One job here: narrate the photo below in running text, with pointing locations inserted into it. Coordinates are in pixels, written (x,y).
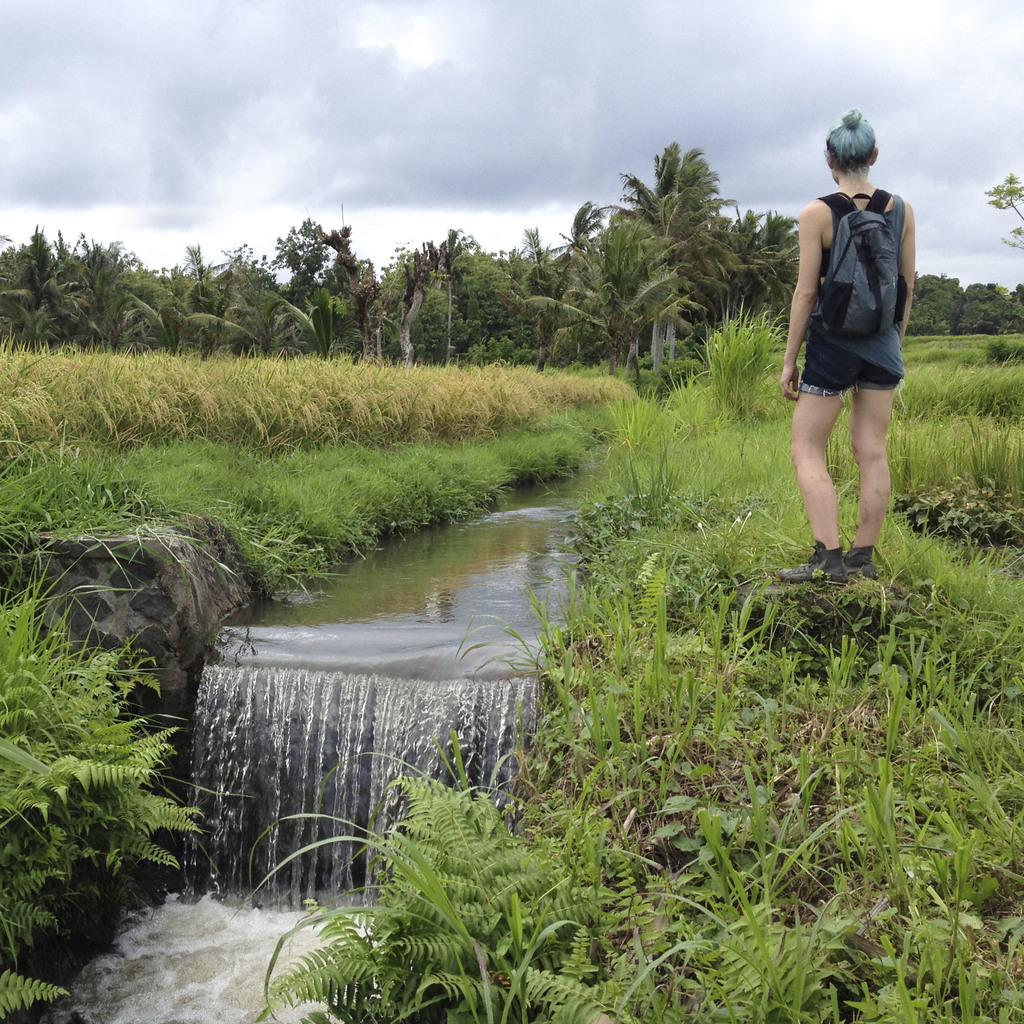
In the image I can see a water flow (514,801) in between the grass fields (621,675) and also I can see a person (856,344) who is wearing the backpack (859,257) and some trees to the side.
